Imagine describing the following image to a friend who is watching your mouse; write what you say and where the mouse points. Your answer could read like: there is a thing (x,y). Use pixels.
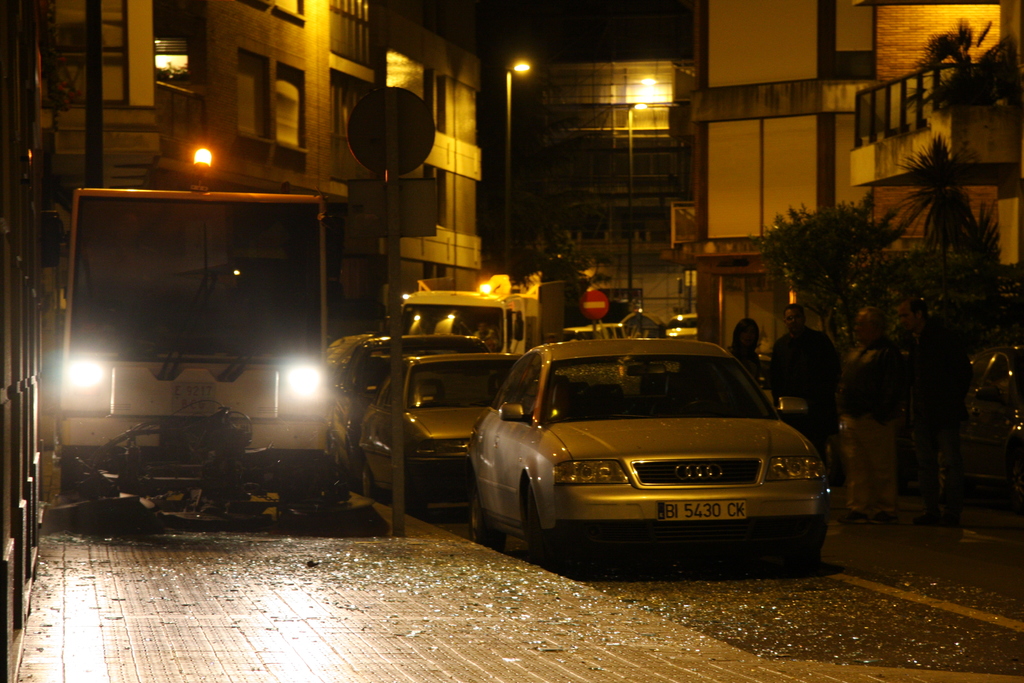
In this image we can see motor vehicles (437,312) on the road (848,533), person's (744,346) standing on the road (838,511), sign boards (389,135), street poles (511,135), street lights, trees (830,280) and buildings (296,111).
